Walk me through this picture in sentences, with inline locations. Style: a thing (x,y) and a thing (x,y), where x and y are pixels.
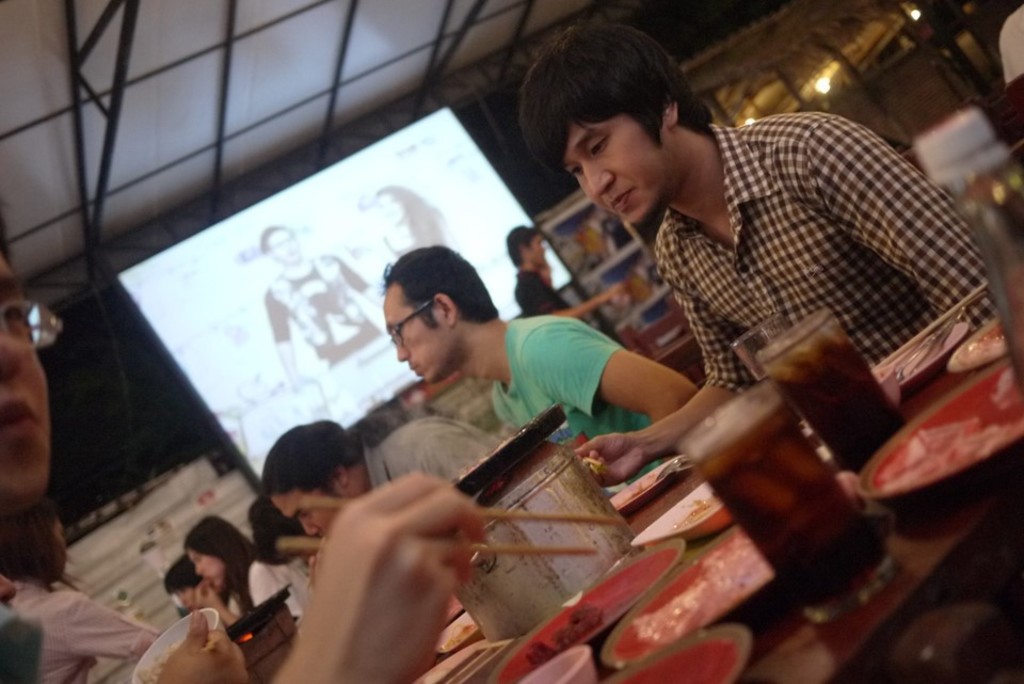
In this image I can see number of people (443,351) are sitting. I can also see number of plates (942,423), few glasses (857,396), a bottle (998,264), a projector's screen (303,374) in the background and here I can one person (324,625) is holding chopsticks (479,551).
